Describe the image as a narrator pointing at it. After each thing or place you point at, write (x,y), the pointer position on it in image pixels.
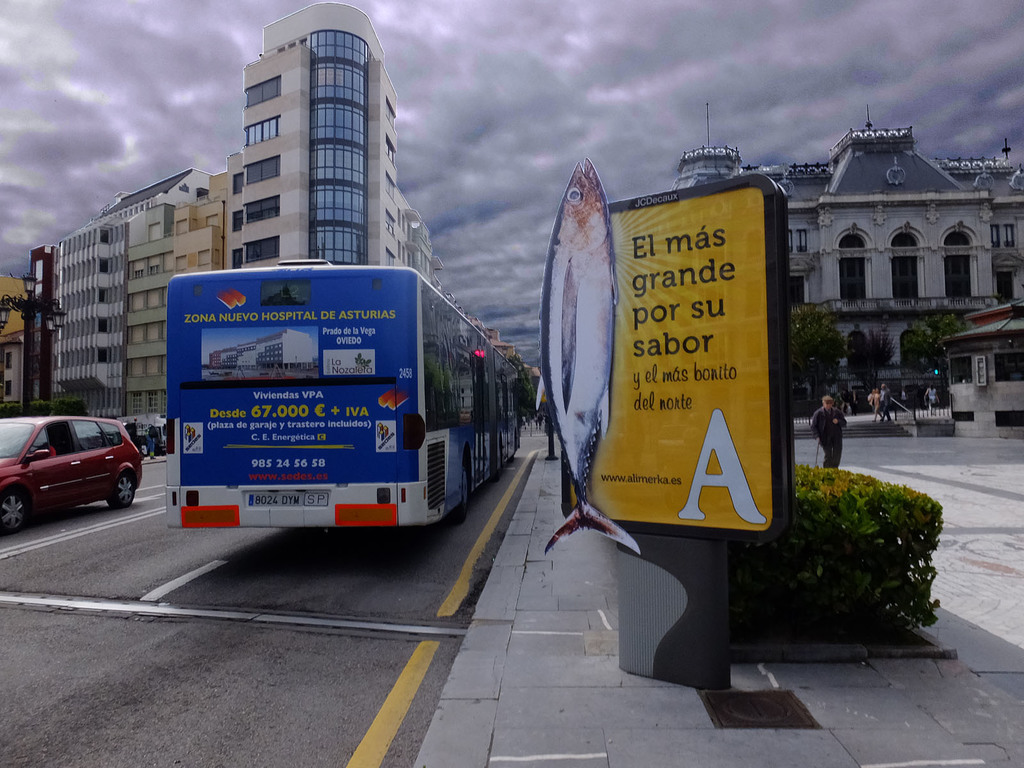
In this image we can see vehicles (182,360) on the road (202,595). There is a bus (327,485). On the bus (321,423) there is something written. Near to the bus (317,410) there is a sidewalk (736,739). On that there is a stand (627,391) with a board (638,319). On that something is written. Near to the board (782,527) there is bush (807,547). Also there are few people (843,423). In the background (194,225) there are buildings (920,258) with windows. Also there is sky (524,66) with clouds (478,139).
